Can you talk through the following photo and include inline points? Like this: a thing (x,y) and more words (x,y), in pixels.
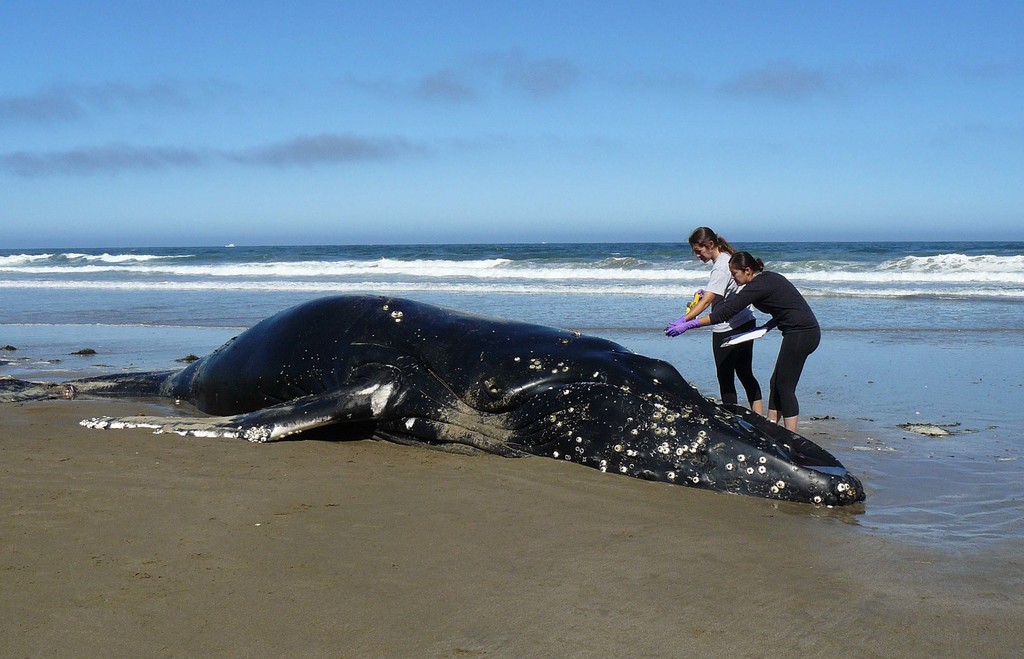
In the center of the image (435,336), we can see a whale (395,394) and there are two ladies (757,297). At the bottom (278,496), there is water (173,364) and sand (373,567).
